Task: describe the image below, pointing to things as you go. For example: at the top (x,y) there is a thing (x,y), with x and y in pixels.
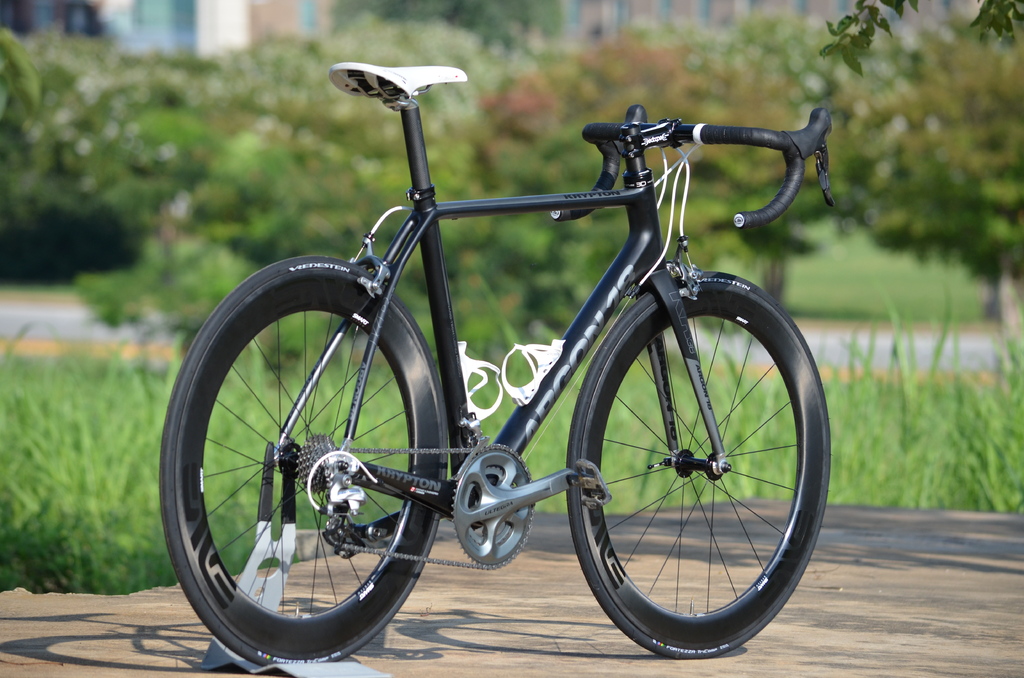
In the foreground of this image (432,397), there is a bicycle (595,438) on the stone surface (820,641). In the background (933,396), there is greenery (848,296) and a road (872,333) and the remaining objects (219,2) are not clear.
